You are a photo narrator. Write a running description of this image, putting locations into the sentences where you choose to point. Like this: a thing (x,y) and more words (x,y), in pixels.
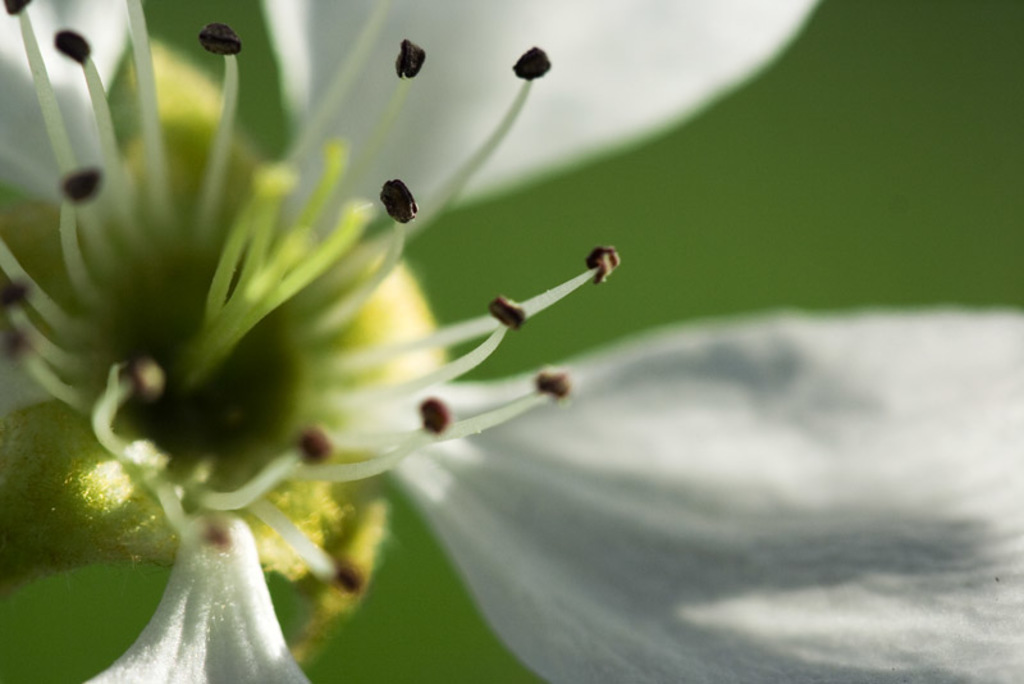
In this image we can see flower (591,567). In the background (587,205) it is in green color.
